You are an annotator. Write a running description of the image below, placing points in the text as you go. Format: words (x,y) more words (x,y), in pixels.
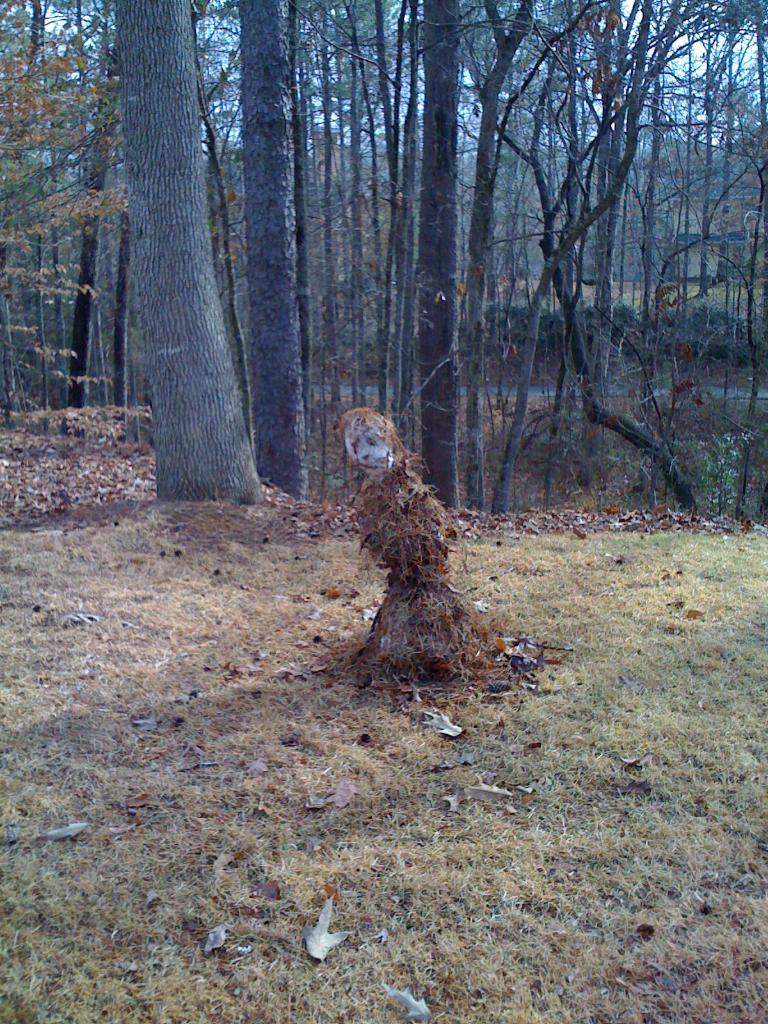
In this image, we can see some grass (653,708) on the ground (560,668). There is a scary toy (387,485) in the middle of the image (359,507). There are some trees (450,52) at the top of the image (290,57).
